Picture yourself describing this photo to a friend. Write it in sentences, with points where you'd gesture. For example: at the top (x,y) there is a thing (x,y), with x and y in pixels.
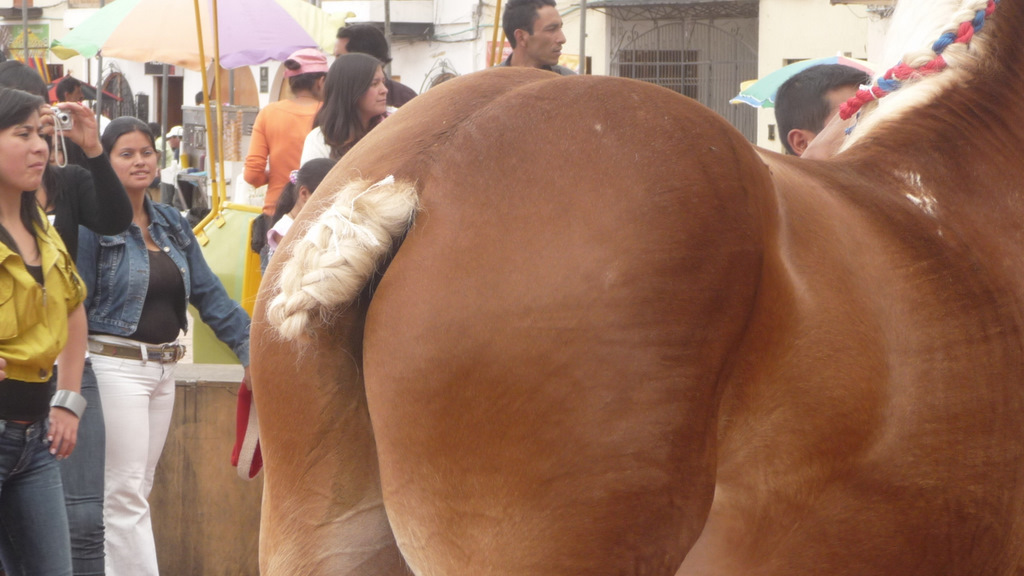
In this image, we can see an animal (642,486) and people (17,404). Here a person (69,137) holding a camera (69,125). Background (186,478) we can see umbrellas (157,39), rods (390,47), walls (479,49), wires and few objects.
